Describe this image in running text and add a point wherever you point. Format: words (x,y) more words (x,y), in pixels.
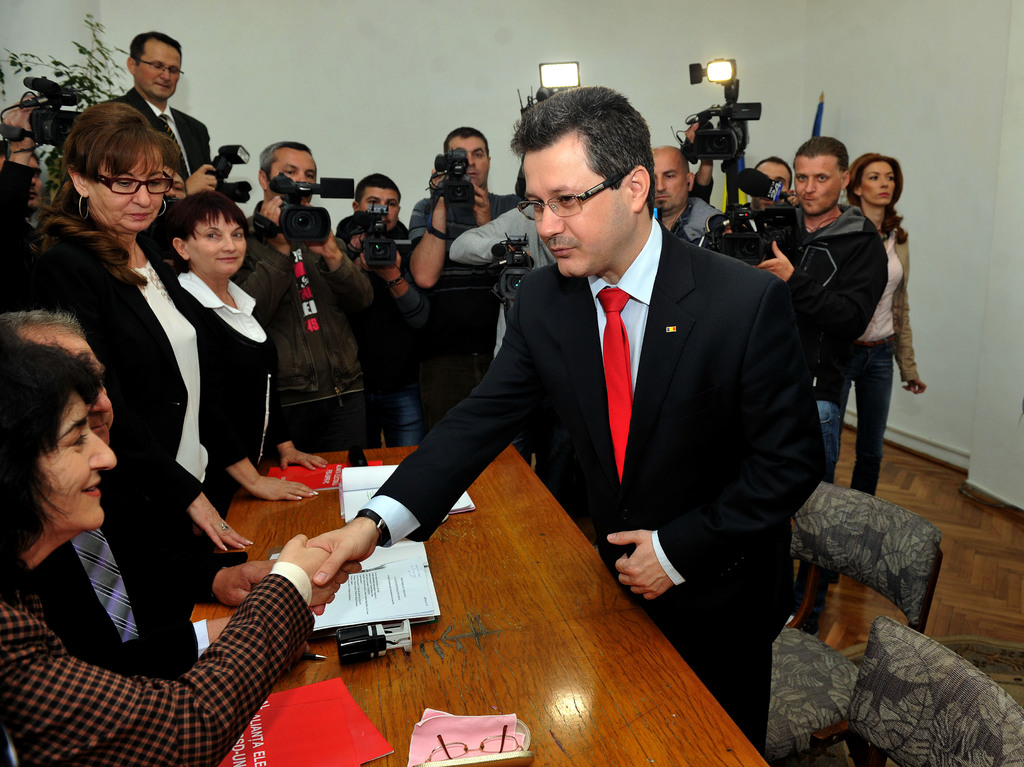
In this image we can see there are persons (539,441) holding a camera (751,246). And there is a table (437,643), on the table (497,552) there are papers (425,602), book (378,756), spectacles box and a few objects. In front of the table (579,694) there are chairs (950,707). At the back (723,97) there is a wall (825,120) and a plant (93,94).
